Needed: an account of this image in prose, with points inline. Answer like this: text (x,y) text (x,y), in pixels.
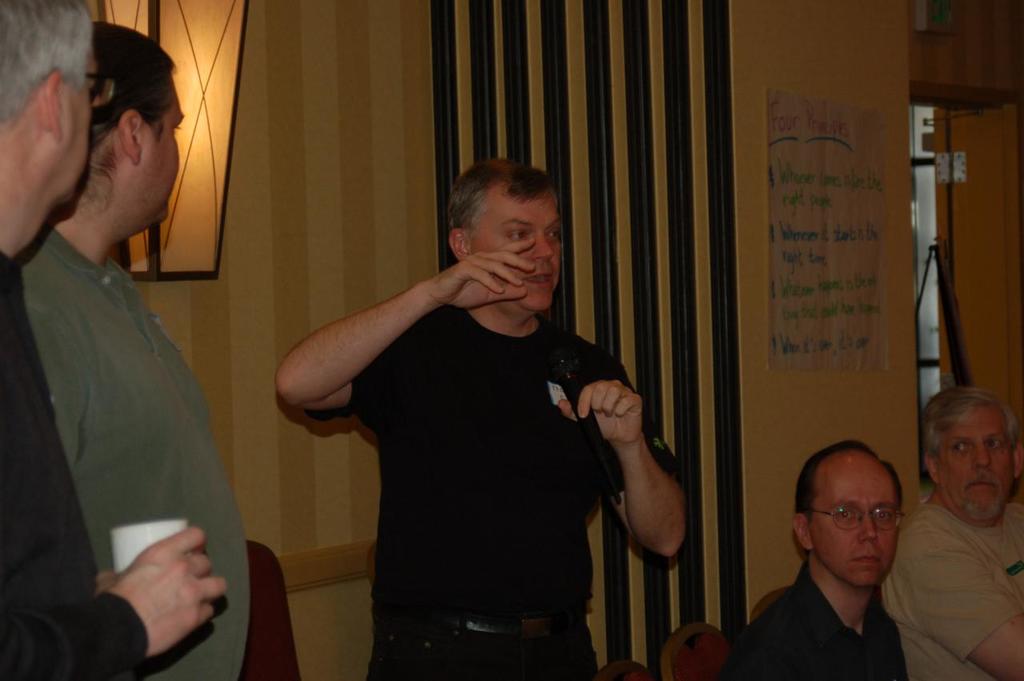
In this picture, there is a man (514,381) in the center (545,364) and he is holding a mike (562,363) and he is wearing black clothes (486,472). Towards the left (54,333), there are two persons (141,495). One person (68,496) is wearing black shirt (76,493) and holding a cup (141,526). Beside him, there is another person (155,362) wearing green t shirt (144,349). At the bottom (818,623), there are two persons (914,564). In the background (285,173), there is a wall (648,256).
